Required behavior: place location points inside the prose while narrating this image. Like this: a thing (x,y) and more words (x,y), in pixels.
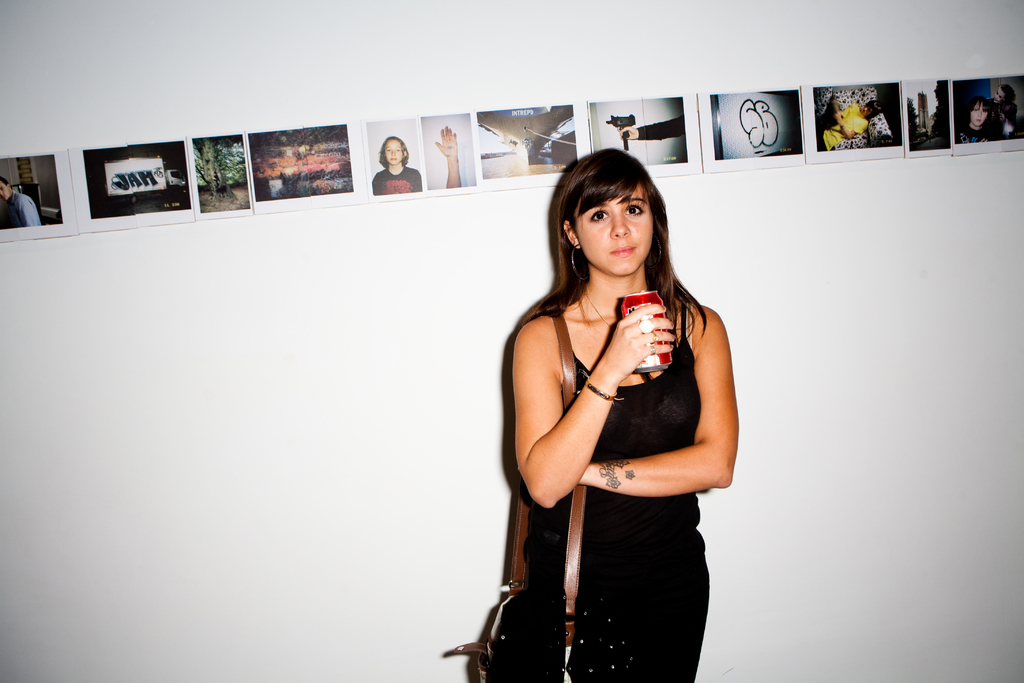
In this image, we can see a girl (728,445) standing and she is holding a coke can (637,301), we can see a white color wall (294,352), on that wall (184,237) there are some pictures (8,199) pasted.
